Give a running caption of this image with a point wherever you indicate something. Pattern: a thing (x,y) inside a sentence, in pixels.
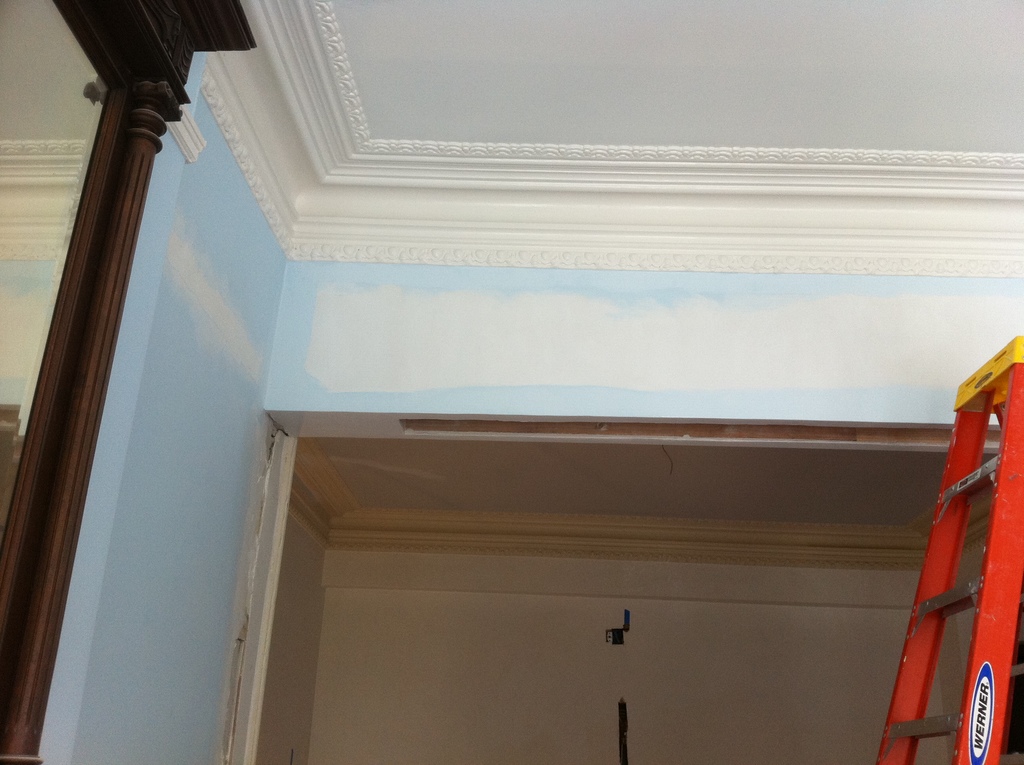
On the right (983,748) there is a ladder (975,621). At the top (289,198) there is a wall (441,320) and ceiling (495,97). On the left (92,277) there is a wooden object (140,50) and wall (164,480). In the center of the picture (464,313) there is a wall (508,687).
